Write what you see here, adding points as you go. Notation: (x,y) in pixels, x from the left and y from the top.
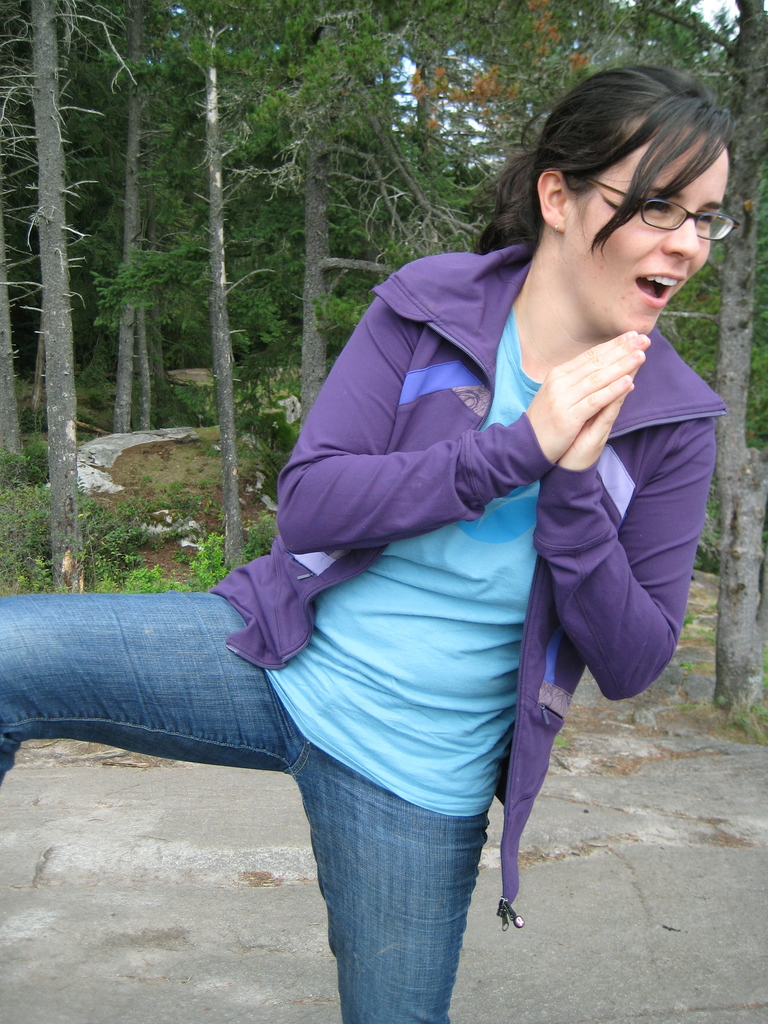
In this picture there is a woman (387,505) with blue t-shirt (457,563), she is might be standing and she might be cheering. At the back (23,469) there are trees (70,453) and there are plants (283,376). At the top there is sky (449,52). At the bottom (125,908) there is ground (64,925) and there is a road (7,930).
